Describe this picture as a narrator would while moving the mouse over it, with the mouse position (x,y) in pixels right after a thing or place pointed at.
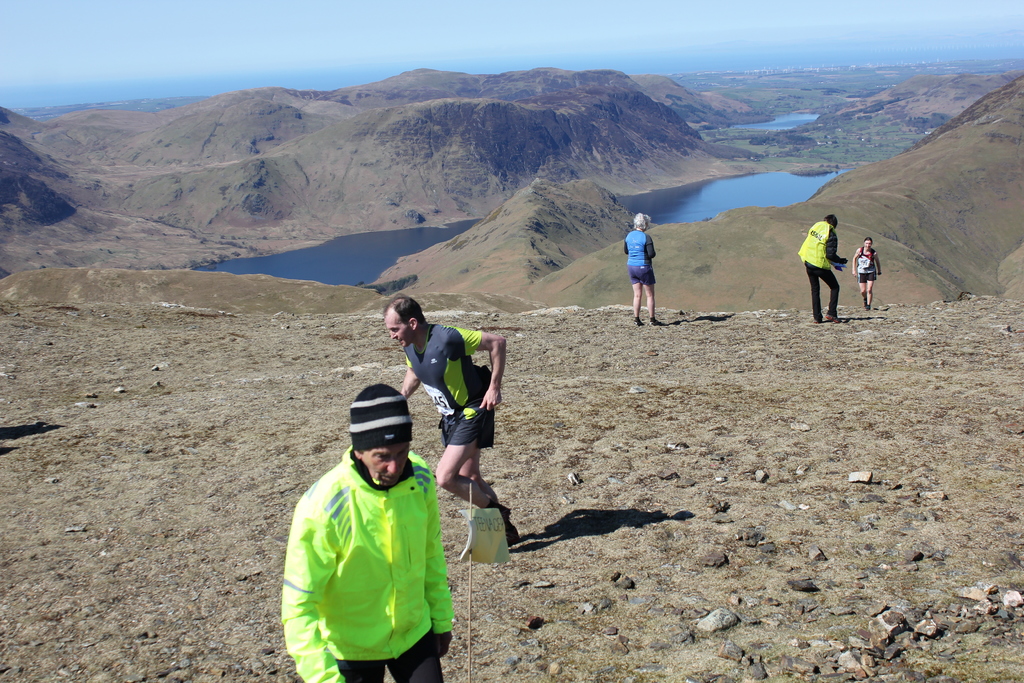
There is a person (373,503) in light green color jacket (392,599) walking on the ground (535,662) of a hill (768,417) on which, there are stones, a person (480,389) running, a person (647,254) standing, a person (840,265) slightly bending and a person (869,259) walking. In the background (672,255), there is a river (345,256), there are mountains (461,109) and there is blue sky (182,30).
